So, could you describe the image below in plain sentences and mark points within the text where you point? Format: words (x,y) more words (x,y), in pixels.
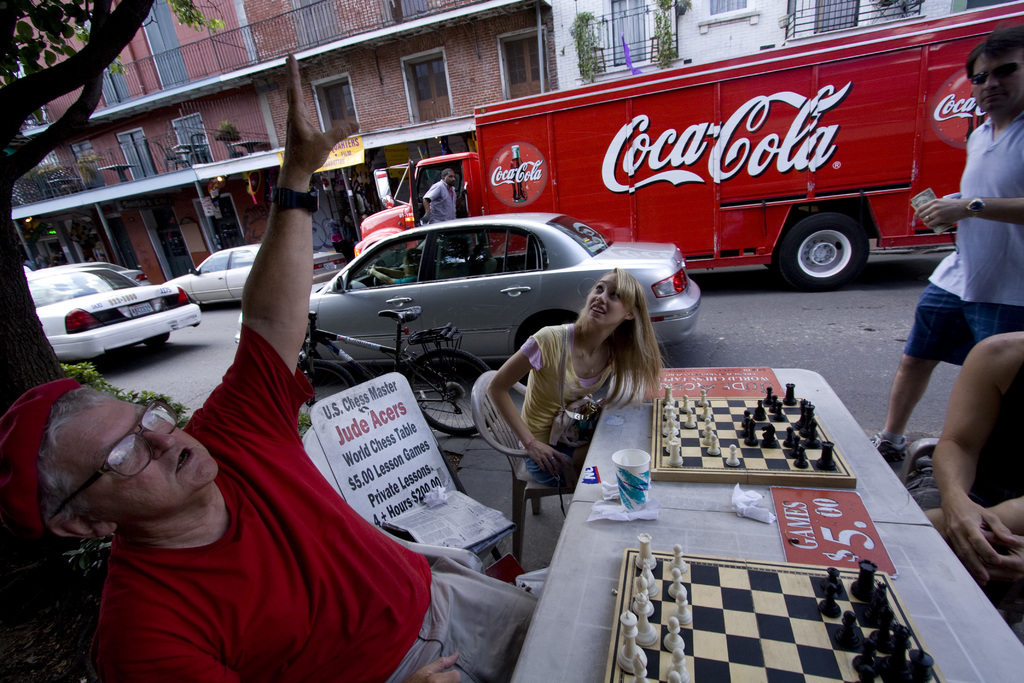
The image is taken on the road (682,355). In the center of the image (640,411) there are tables (729,549) and there are chess boards (775,570) which are placed on the tables (861,479). There are people (443,608) sitting around the tables (921,585). On the right (1008,280) there is a man (998,328) walking. On the left (1,312) there is a tree (3,298). In the background (520,243) there are cars (404,300), bicycle (417,344), van (661,209) and buildings (533,74).
